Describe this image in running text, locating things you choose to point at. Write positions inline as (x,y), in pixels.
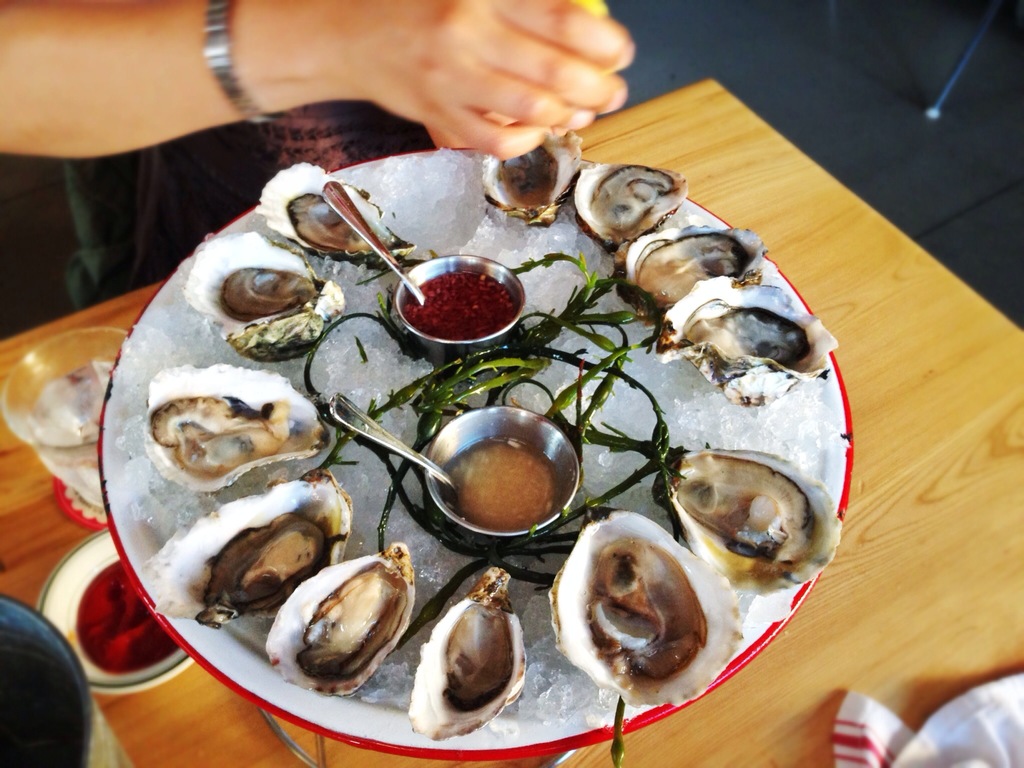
In this picture we can see some food items (268,561), bowls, spoons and other things (422,199) on a plate (442,750). We can see liquid (93,404) in a glass (75,451). There is a bowl (91,591), cloth (900,730) and other objects (17,675) are visible on a wooden surface (189,684). We can see the hand (519,75) of a person (427,94). There is a blue color object (929,109) in the top right (991,8).
